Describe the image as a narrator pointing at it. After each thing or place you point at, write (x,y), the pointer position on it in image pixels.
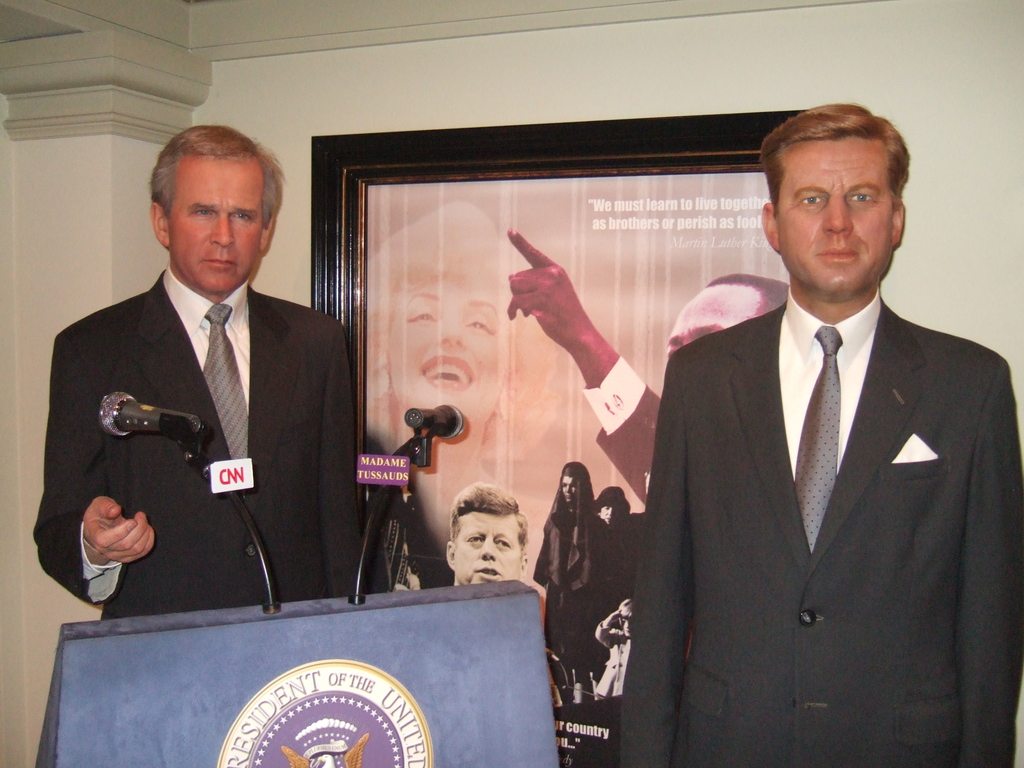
In this picture there are two men (826,501) wearing black blazers (719,386) and a tie (213,392). At the bottom left (297,673) there is a podium (380,625) with two mikes (249,517). In the background (599,168) there is a wall (524,104) with a frame (490,160). In the frame (575,404) there are people (464,441) and some text (685,228).
